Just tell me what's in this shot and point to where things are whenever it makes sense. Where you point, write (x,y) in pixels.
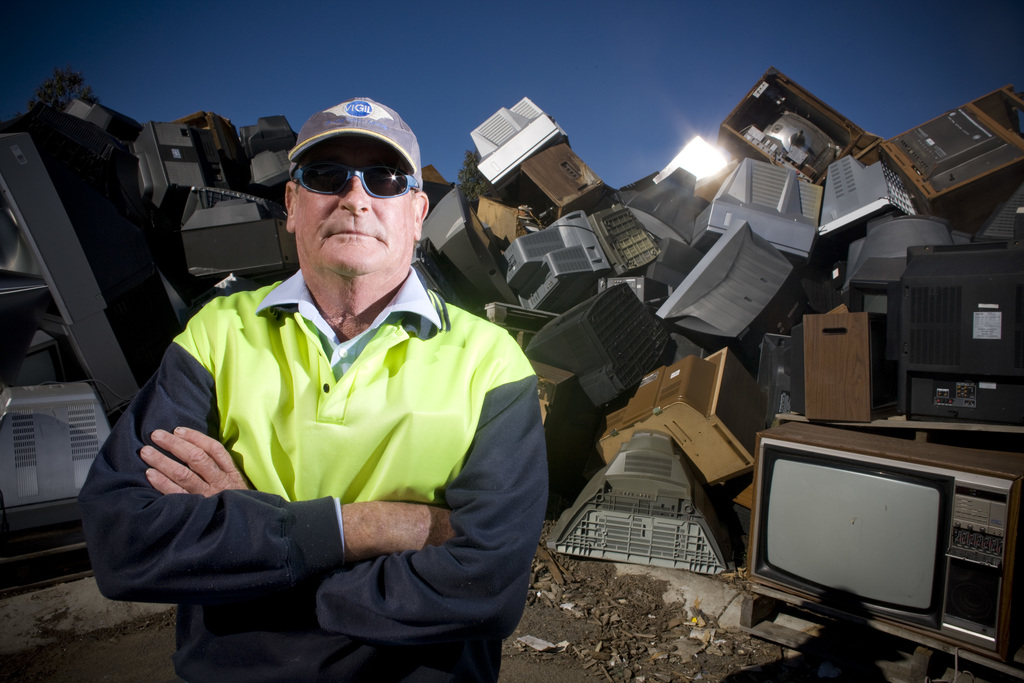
In this image there is the sky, there are objects (70,247) on the ground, there are objects (49,298) truncated towards the left of the image (46,284), there are objects (975,616) truncated towards the right of the image (966,363), there is a person (341,513) standing, there is a light (711,163).
